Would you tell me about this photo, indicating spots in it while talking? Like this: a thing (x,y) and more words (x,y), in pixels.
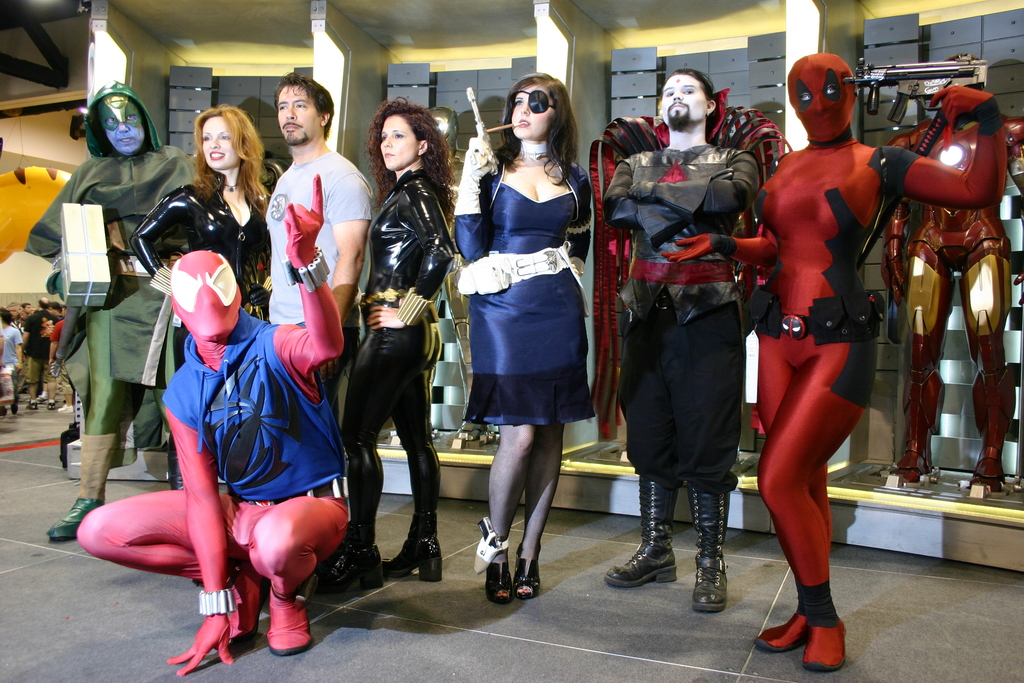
As we can see in the image in the front (728,575) there are group of people (456,236) here and there and statues (1001,233). The person (821,536) over here is wearing red color dress (838,109) and holding a gun (925,73). The woman (521,170) standing in the middle (555,333) is wearing blue color dress (536,246) and holding a pistol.
